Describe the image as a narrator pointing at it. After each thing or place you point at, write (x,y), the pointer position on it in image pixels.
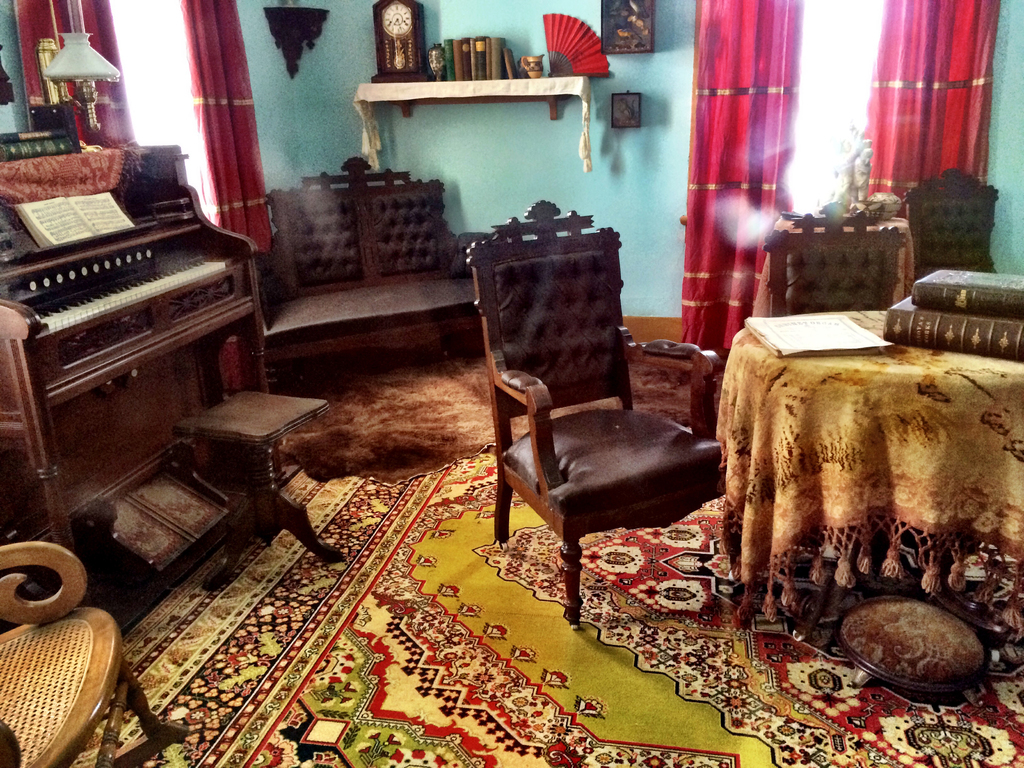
A picture inside of a room (920,200). This is a piano keyboard (108,318) with book (34,226). On this piano keyboard table (142,184) there is a lantern lamp (63,59). This is a red curtain (206,79). This are couches (409,276) and chairs (862,272). On this table (944,373) there is a books (956,315) and paper (842,327). Floor (141,616) with carpet (341,593). On this shelf (373,83) there is a clock (393,16).
